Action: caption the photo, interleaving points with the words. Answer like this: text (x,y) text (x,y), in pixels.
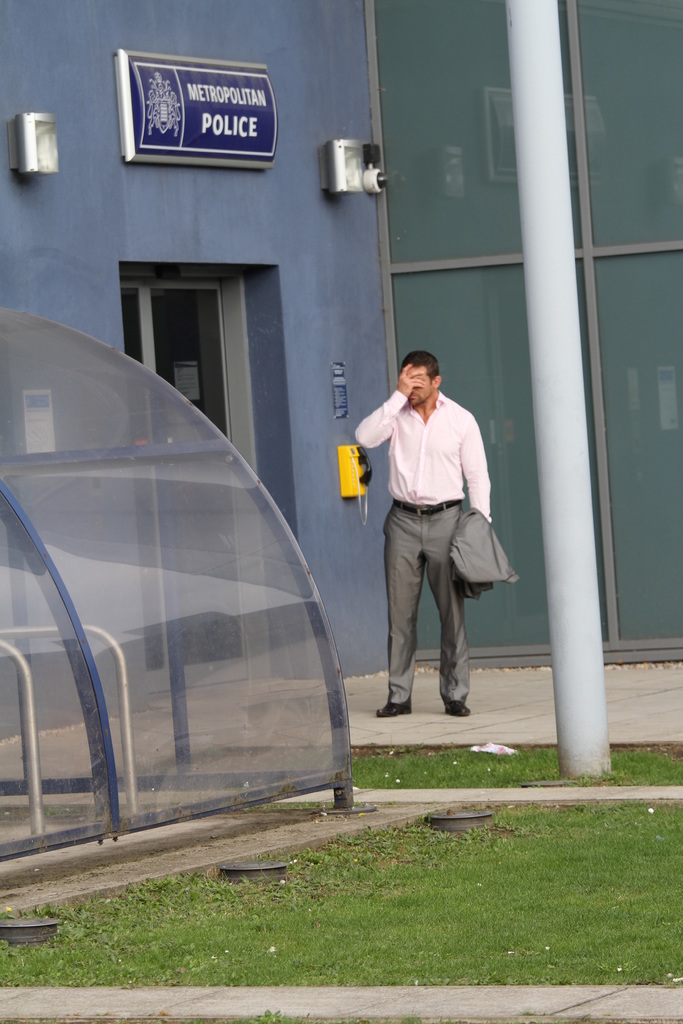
As we can see in the image there is grass (115,976), building (126,197), poster (264,128) and a man (434,546) standing over here. He is wearing a pink color shirt (444,454). Here there is a telephone (353,480).
